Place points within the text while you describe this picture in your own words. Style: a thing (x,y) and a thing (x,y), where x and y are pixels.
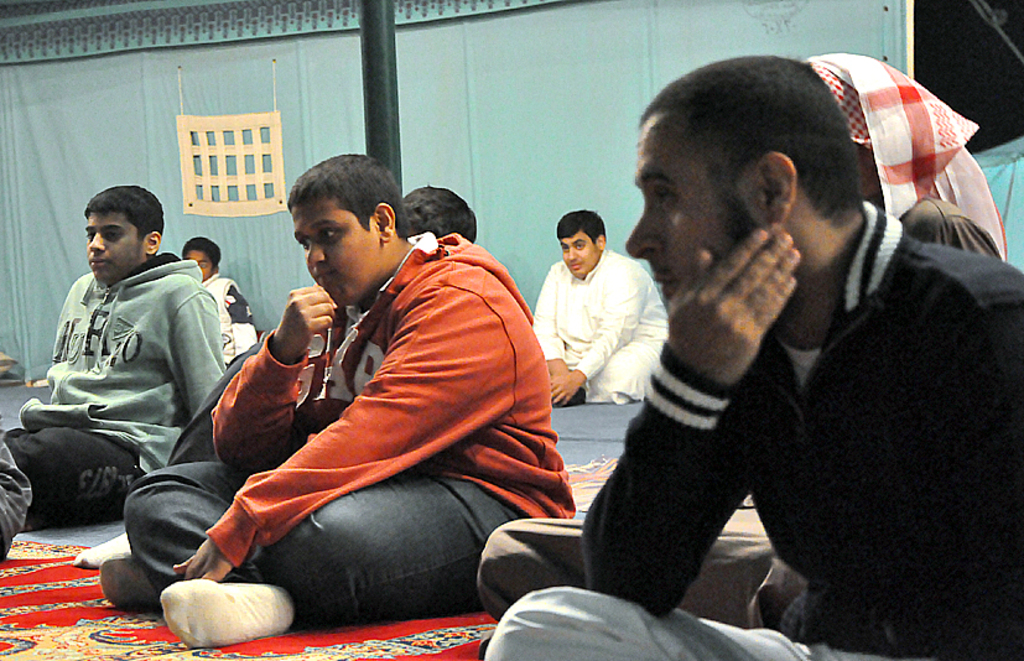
In this image we can see many people (469,388) sitting. On the floor (162,640) there is floor mat (419,644). In the back (166,119) there is a cloth (431,105). Also we can see a pole (364,61).
